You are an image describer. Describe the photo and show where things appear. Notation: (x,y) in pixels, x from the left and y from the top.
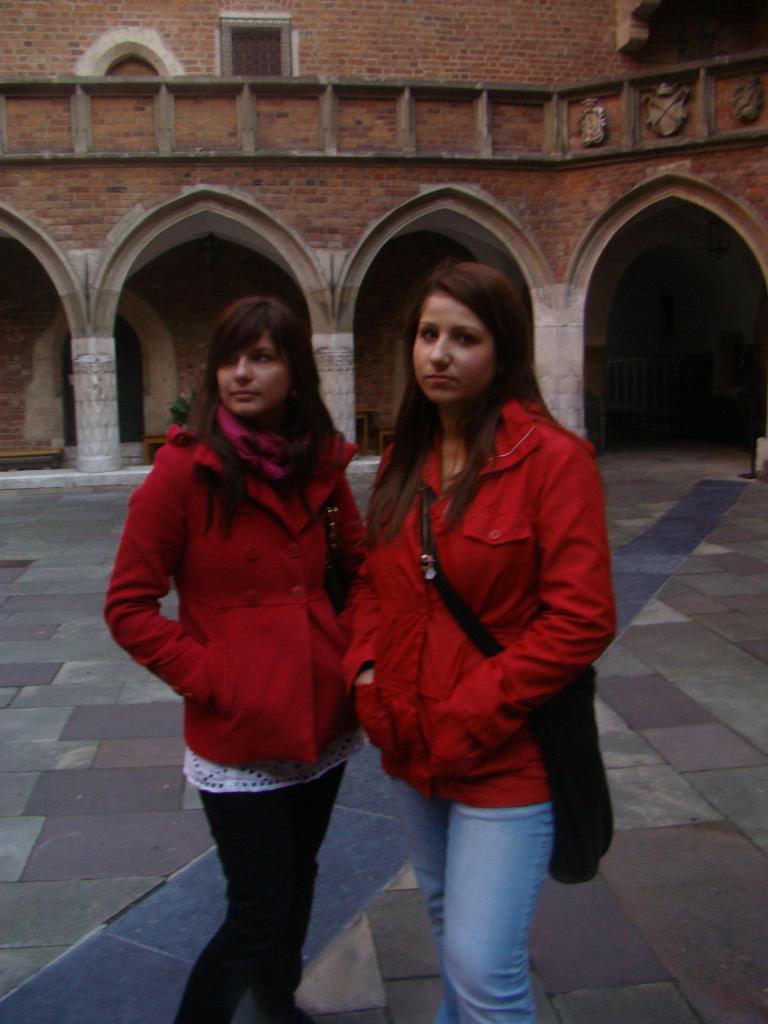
In this picture we can see two women (336,775) standing on the path (162,884). We can see a building (252,39) and few arches (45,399) on this building (533,302).
